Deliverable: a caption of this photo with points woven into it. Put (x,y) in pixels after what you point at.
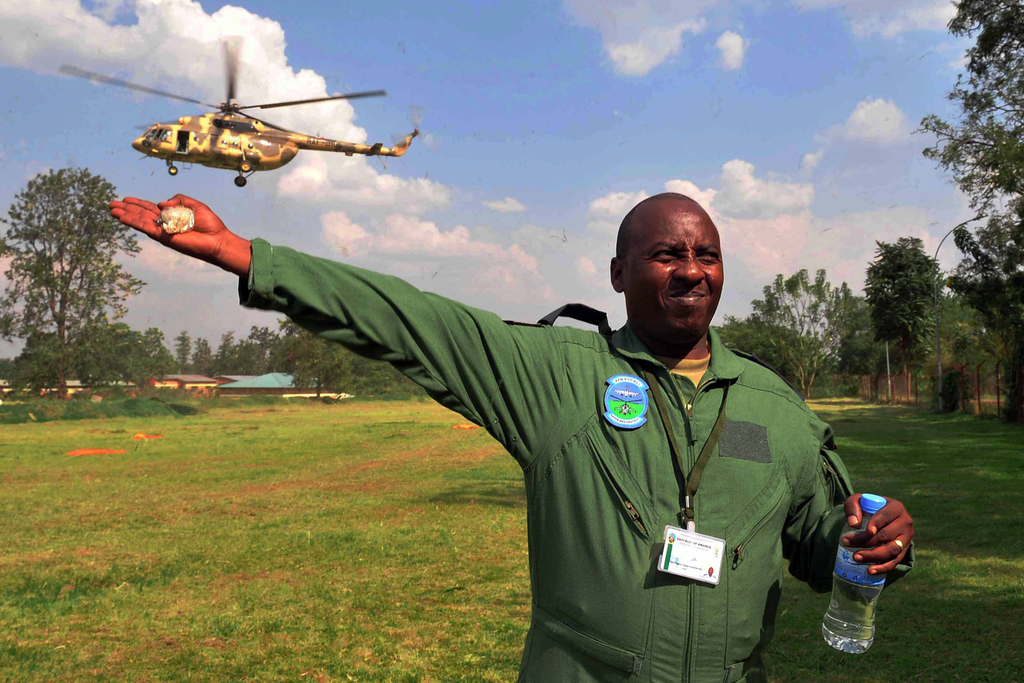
In this picture we can see a man (616,525) wore an id card (667,571) and holding an object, bottle (824,629) with his hands (871,567) and at the back of him we can see the grass (245,475), trees (912,348), buildings (273,375), helicopter (212,124) and in the background (486,94) we can see the sky (466,78) with clouds (233,33).
